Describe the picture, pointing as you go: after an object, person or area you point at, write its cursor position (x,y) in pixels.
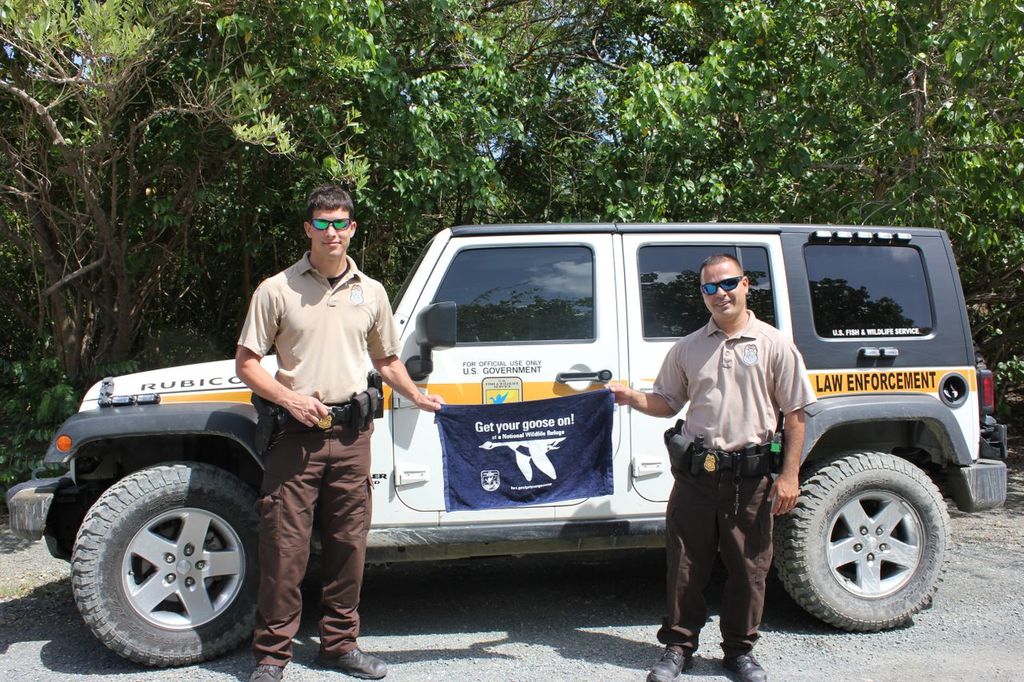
There are two men (717,346) standing and holding a banner (516,417), behind these two men (751,465) we can see vehicle (566,274) on the surface (460,596). In the background (543,189) we can see trees (629,38).
